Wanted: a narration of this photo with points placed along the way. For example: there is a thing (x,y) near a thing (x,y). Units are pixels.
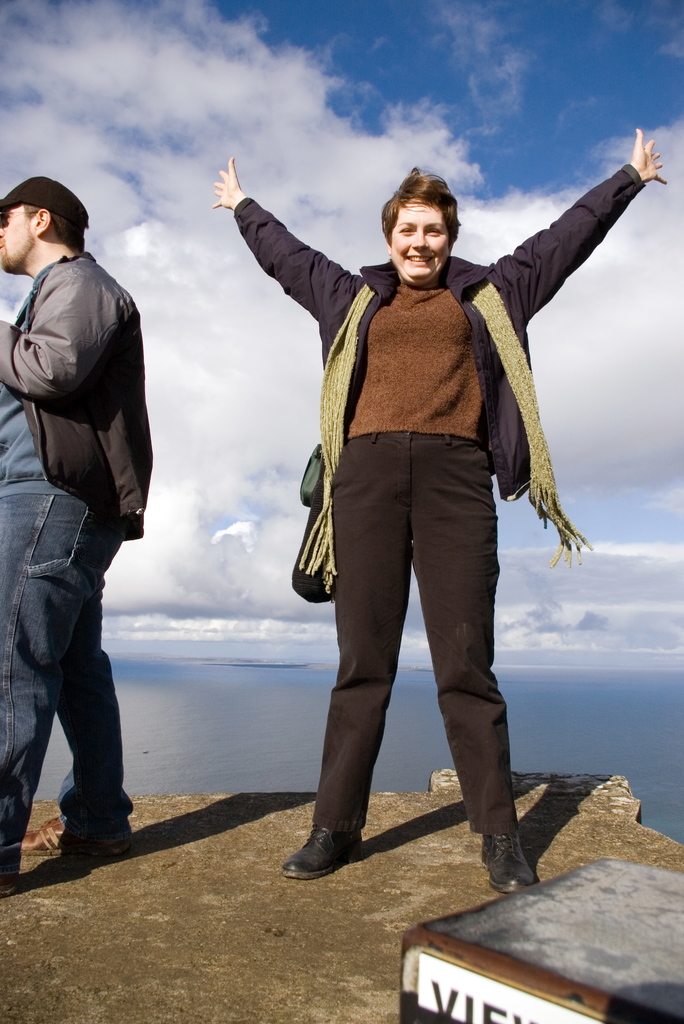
In this image on the right (486,528) there is a woman (450,451), she wears a jacket (479,319), trouser (438,697), shoes (310,857), bag (305,490), she is smiling. On the left (65,393) there is a man (80,375), he wears a jacket (58,347), trouser (68,718), shoes (46,854), cap (37,197). At the bottom (296,955) there is floor (279,927), box (464,989). In the background (322,677) there are water (244,732), sky (281,490) and clouds (193,471).
